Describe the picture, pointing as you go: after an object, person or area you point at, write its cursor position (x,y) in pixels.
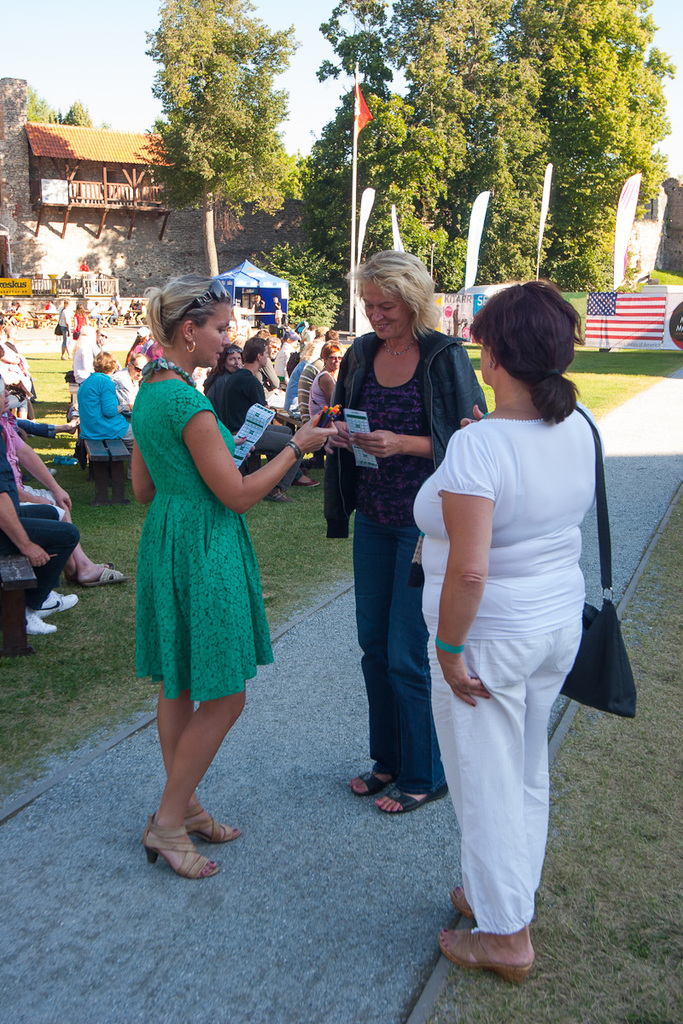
In the middle (420,446) a woman (452,403) is standing, smiling. On the right side (480,784) another woman (512,604) is there, she wore white color dress (541,500). On the back side (329,193) there are trees (413,210).
